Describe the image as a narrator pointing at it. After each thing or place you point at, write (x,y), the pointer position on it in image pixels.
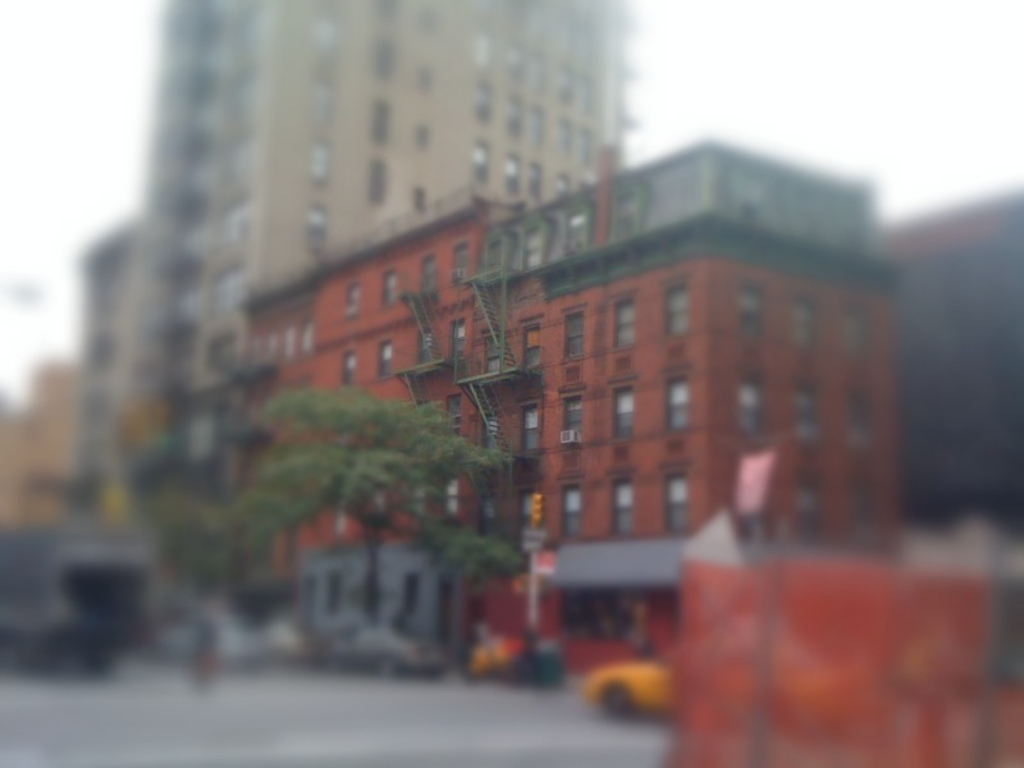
In this image we can see a group of buildings (549,451) with windows (681,396) and staircase poles (533,589). In the foreground of the image (639,680) we can see group of vehicles (620,677) parked on the road (253,668) and some trees (434,525). In the background (885,106) we can see the sky (827,76).
